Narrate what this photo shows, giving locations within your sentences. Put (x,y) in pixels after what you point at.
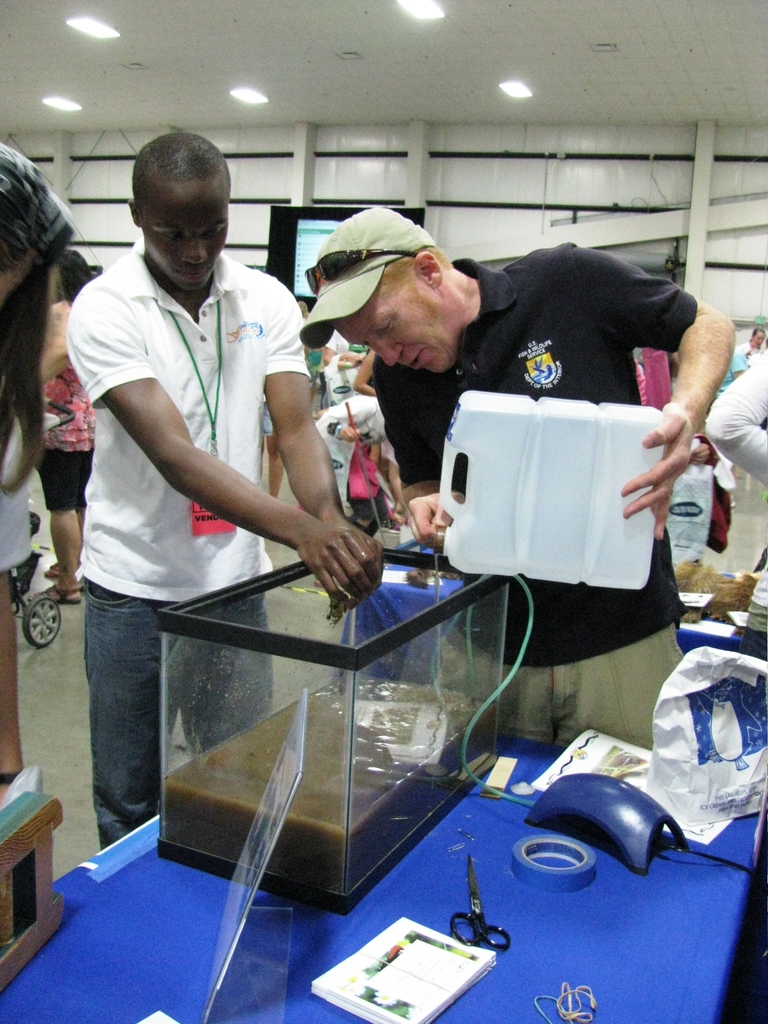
In the image there is a table (307,961) and on the table (480,886) there is a glass box (281,725), scissors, plaster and other items (638,785), there is some liquid (387,690) inside the glass box (378,683) and a person (515,619) is pouring some fluid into the glass box (399,573), beside him there is another person (162,462) and behind them there are many other people (714,426). In the background (294,263) there is a television (298,274) fit to the black panel (407,216).
